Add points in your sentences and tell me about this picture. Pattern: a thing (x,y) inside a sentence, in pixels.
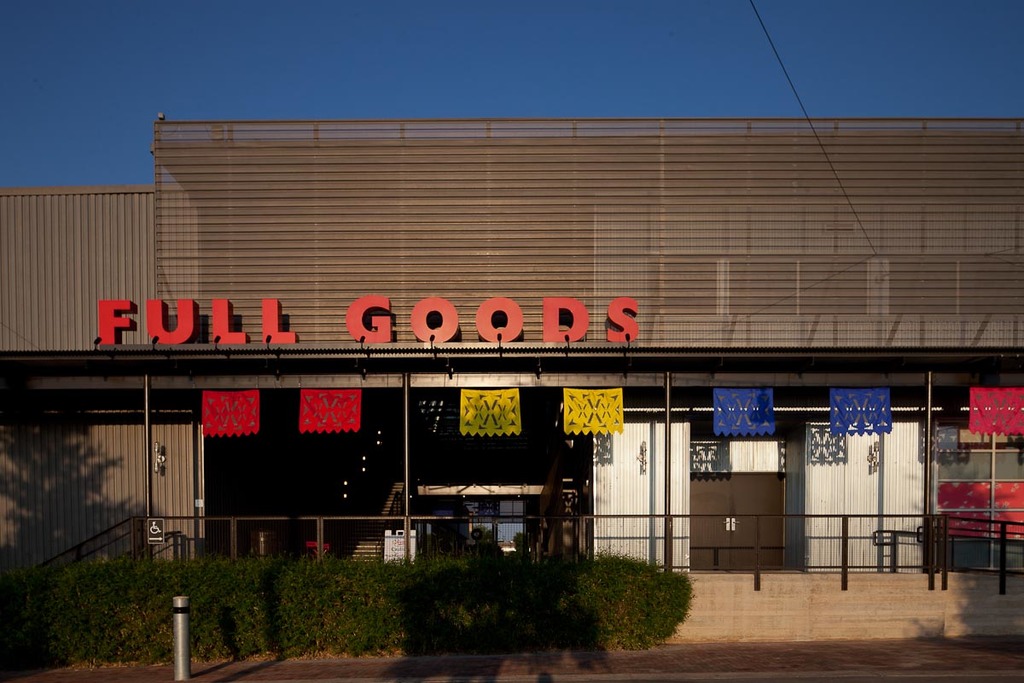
In the picture I can see shrubs (605,648), steel railing (224,538), a building (197,465), name board (185,299) which is in red color and the blue color sky (430,68) in the background (145,102).
